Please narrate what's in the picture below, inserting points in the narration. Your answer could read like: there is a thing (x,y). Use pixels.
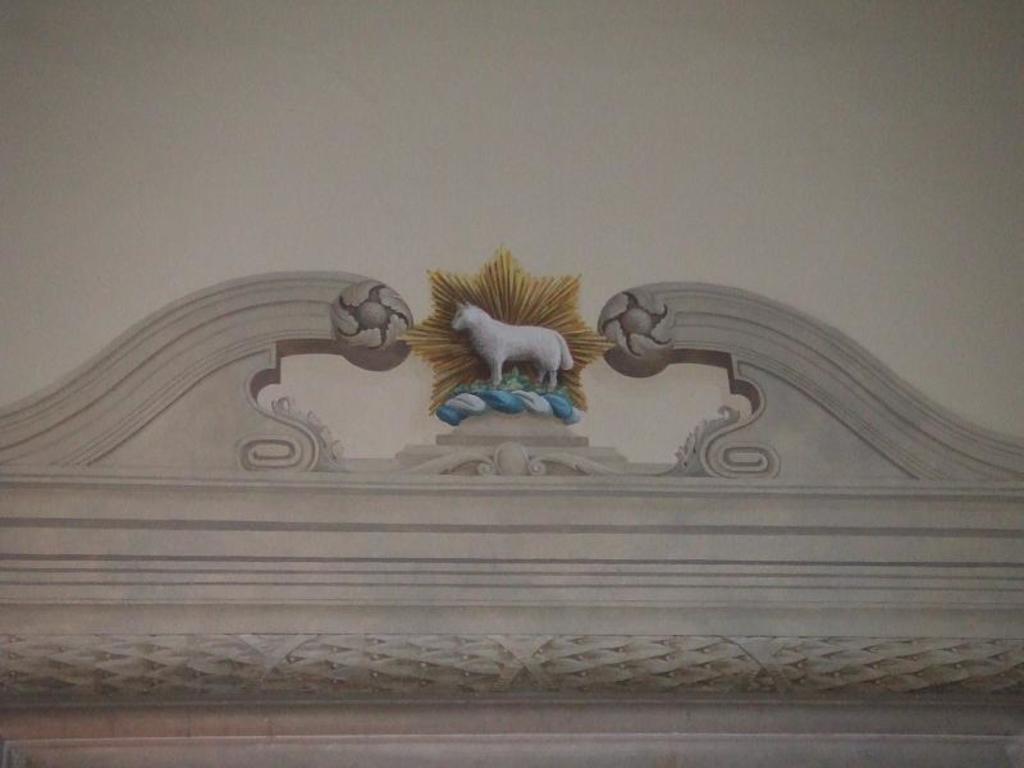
In this image I can see an animal statue (557,371) and the animal (502,342) is in white color and I can see the wall (652,157) in cream color.
